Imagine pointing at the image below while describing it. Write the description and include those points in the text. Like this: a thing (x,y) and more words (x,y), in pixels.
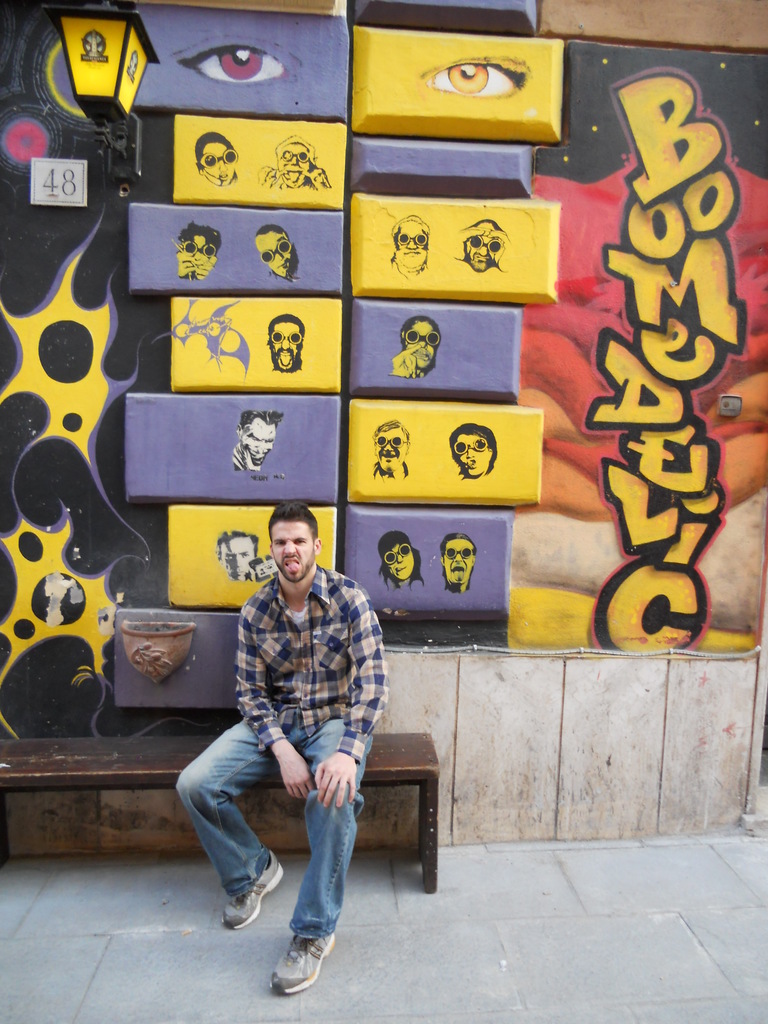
In this image there is a man (325,660) sitting on the bench (388,756). In the background (360,457) there is a wall (422,417) and on the wall (325,407) there is a painting (302,329) and there is some text (660,302) written and there are numbers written on the wall (104,216).
